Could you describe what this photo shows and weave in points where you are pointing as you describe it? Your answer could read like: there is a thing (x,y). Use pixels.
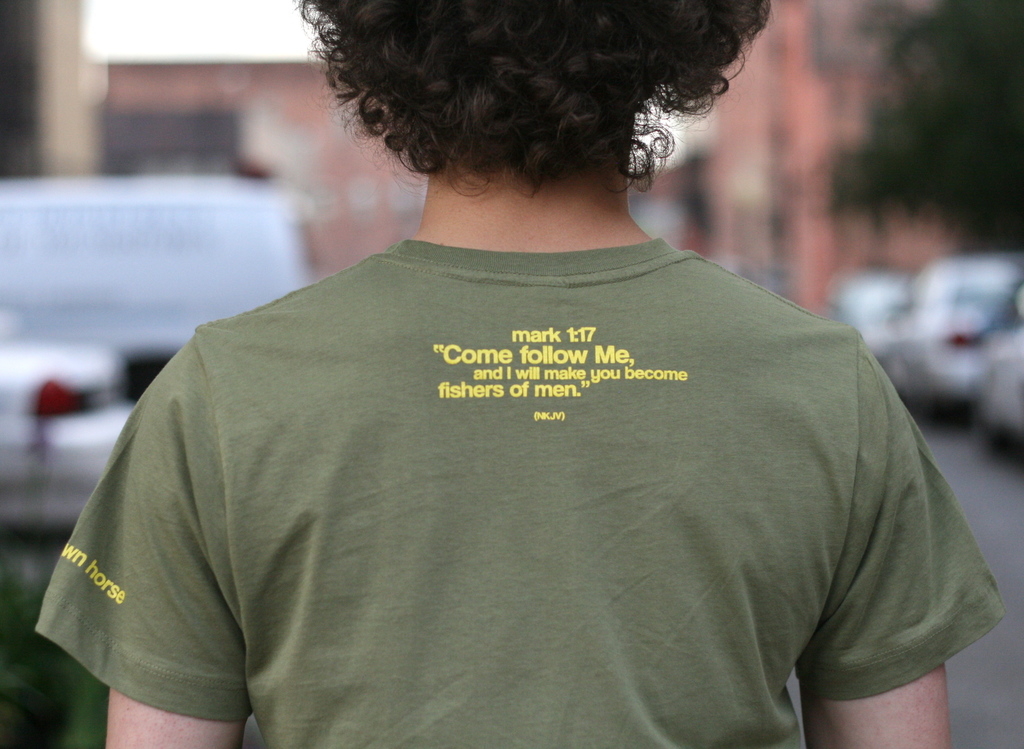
In this image we can see a person (541,480) from back side. We can also see some text (501,394) on his t-shirt (470,468).
